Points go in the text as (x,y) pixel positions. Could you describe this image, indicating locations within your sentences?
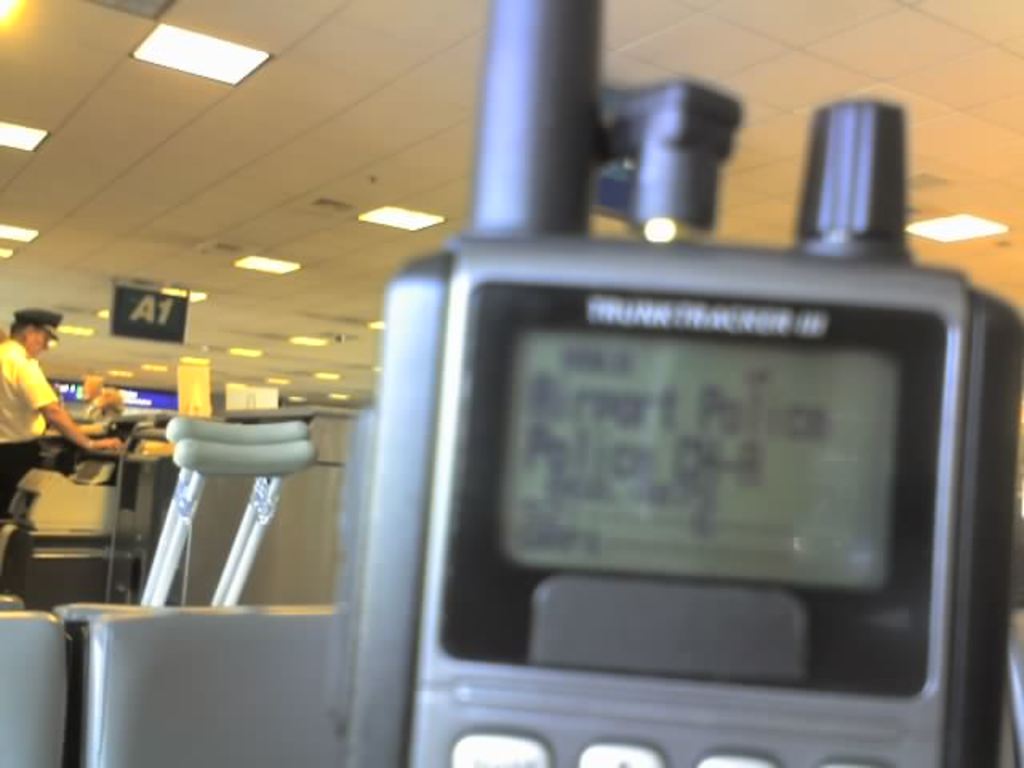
In this image, I can see a walkie talkie (488,588) and Axillary Crutches (184,482). On the left side of the image (42,483), I can see a machine (54,498) and a person (20,322) standing. At the top of the image (168,46), I can see the ceiling lights (388,210) and a board (183,307) attached to the ceiling (374,66).
